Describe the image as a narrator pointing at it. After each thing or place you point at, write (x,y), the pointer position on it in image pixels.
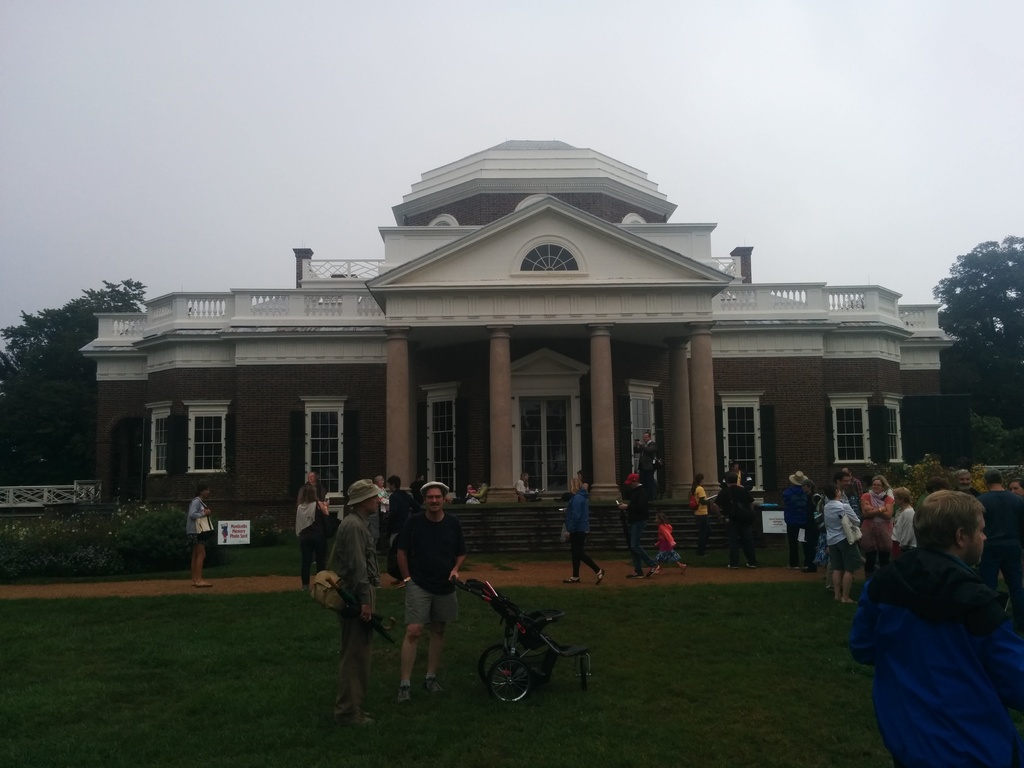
This picture is clicked outside. In the foreground (946,507) we can see the group of persons (737,529) and a vehicle (517,672) parked on the ground (713,687) and we can see the green grass (129,641) and the plants (72,518). In the center (497,308) there is a building (565,287) and we can the windows (730,438), door (542,432), pillars (508,423) of the building (578,354). In the background (426,150) there is a sky (118,204) and the trees (1021,357).
